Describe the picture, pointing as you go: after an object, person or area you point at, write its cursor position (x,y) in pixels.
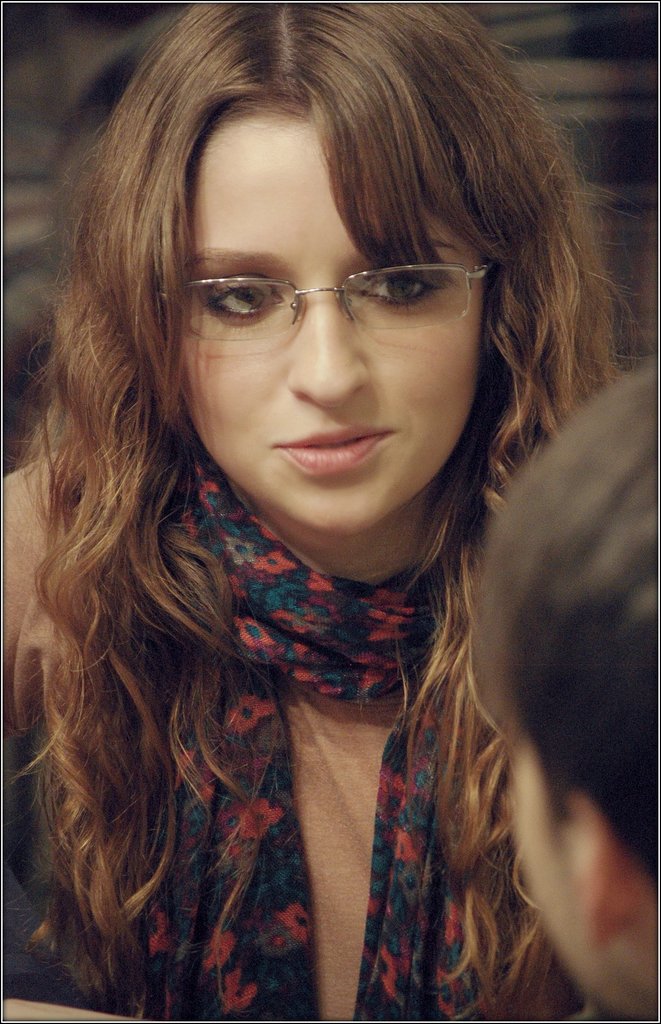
In this picture we can see a woman (402,1016) wore a spectacle (463,285), scarf (206,959) and smiling and in front of her we can see a person (548,742).
